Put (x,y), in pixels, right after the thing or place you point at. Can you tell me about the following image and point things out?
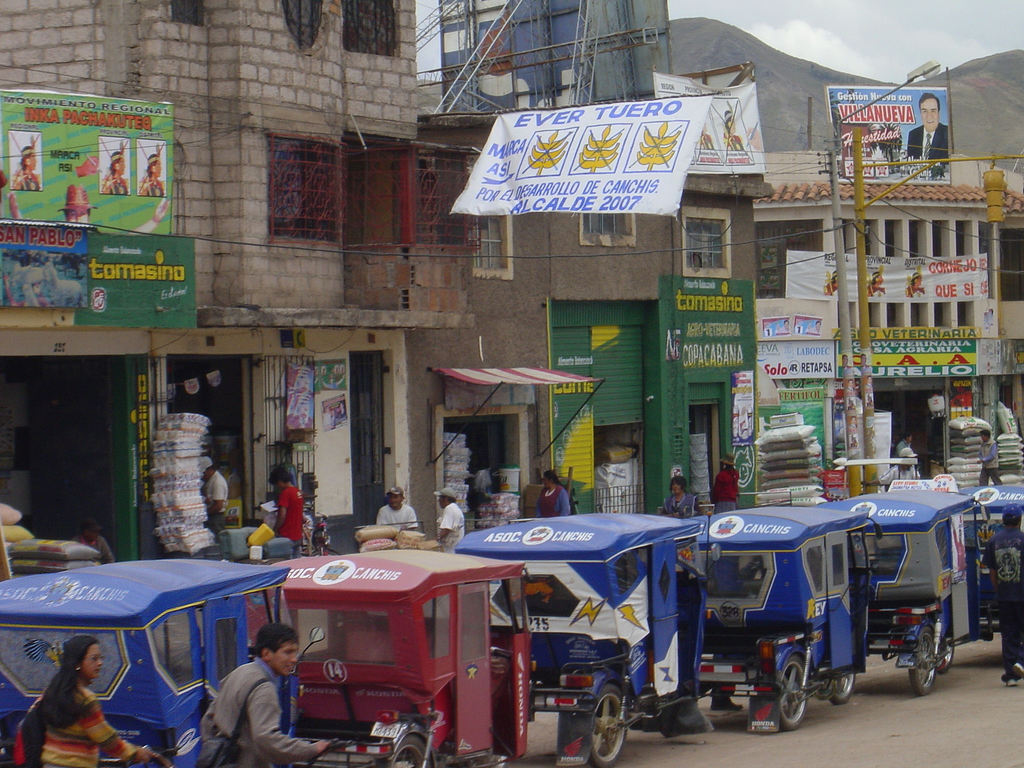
This is clicked in street (932,728), in the back (168,287) there are buildings (561,387) with stores (440,484) below and rickshaws (518,712) in front of it on the road (807,751).
